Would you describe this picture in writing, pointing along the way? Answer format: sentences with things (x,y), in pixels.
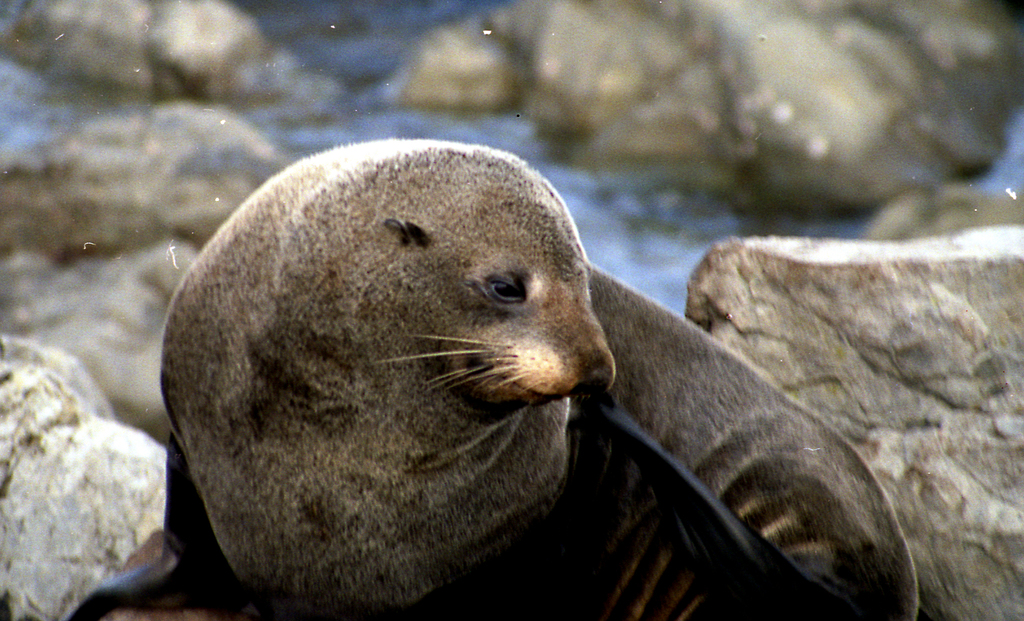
In the foreground of the picture (545,316) there is a seal (313,377). In the background (93,261) there are stones (834,198) and water (364,111).
